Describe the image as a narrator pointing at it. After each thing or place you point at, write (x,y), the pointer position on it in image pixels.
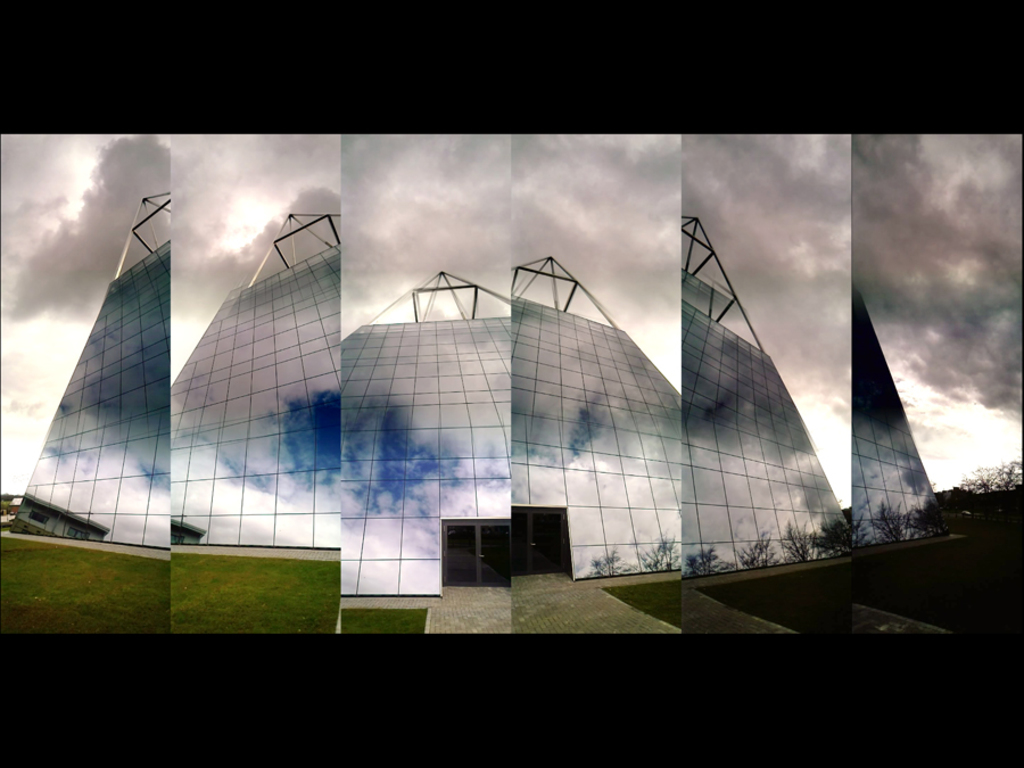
This picture is a collage of six images. In these six images I can observe glass building (413,480). In the background (434,185) there are some clouds (373,196) in the sky (581,170).
